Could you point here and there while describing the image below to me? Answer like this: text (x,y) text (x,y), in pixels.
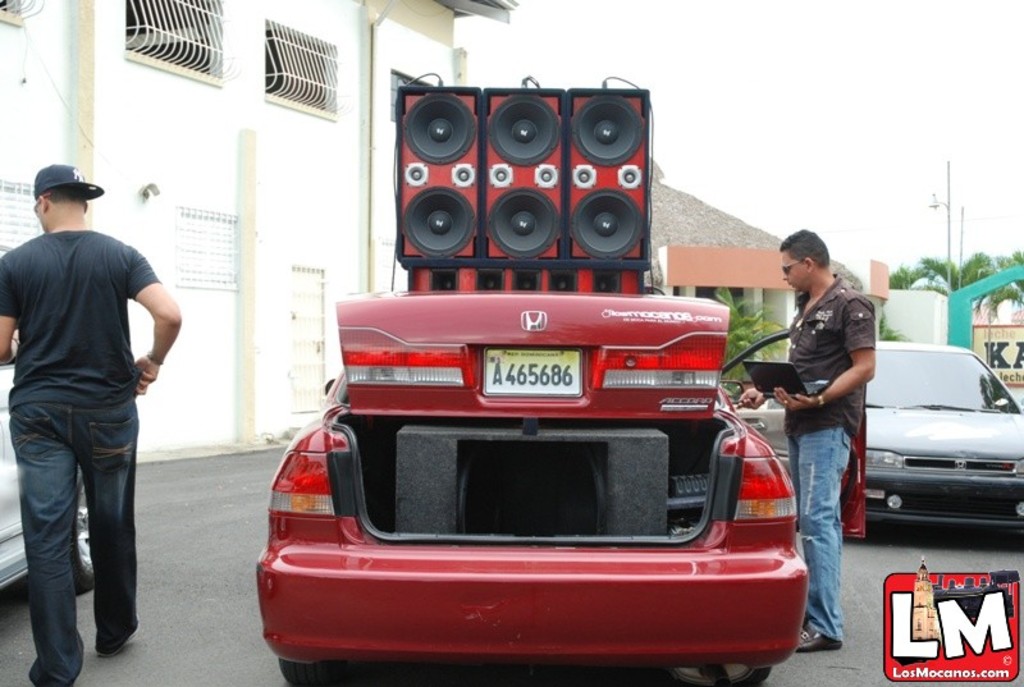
In this image we can see a car (757,544), on its side there is a person (821,640) standing with a laptop (755,382), on the left side of the image (42,575) there is another person (51,592), on the car (514,391) there are speakers (464,89) and in the background (15,125) there are trees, houses (765,270), plants (734,300), street lights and a car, on the bottom right corner (913,604) there is some text (909,641).
